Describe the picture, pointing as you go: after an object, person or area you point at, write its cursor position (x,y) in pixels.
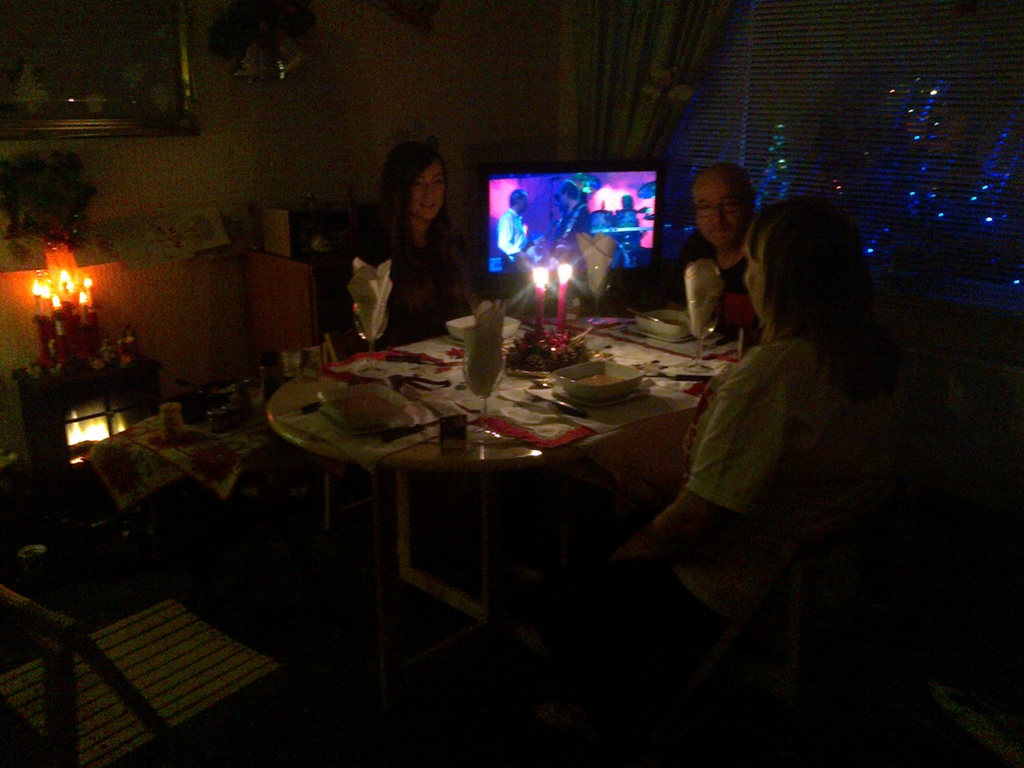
As we can see in the image there is a photo frame (167,62), wall (385,58), window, curtain (702,68), three people (847,395) sitting on chairs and there is a table (589,363). There is a screen (528,202) and on table (681,315) there is candles (543,272), bowls (463,331), papers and glasses (705,312).
